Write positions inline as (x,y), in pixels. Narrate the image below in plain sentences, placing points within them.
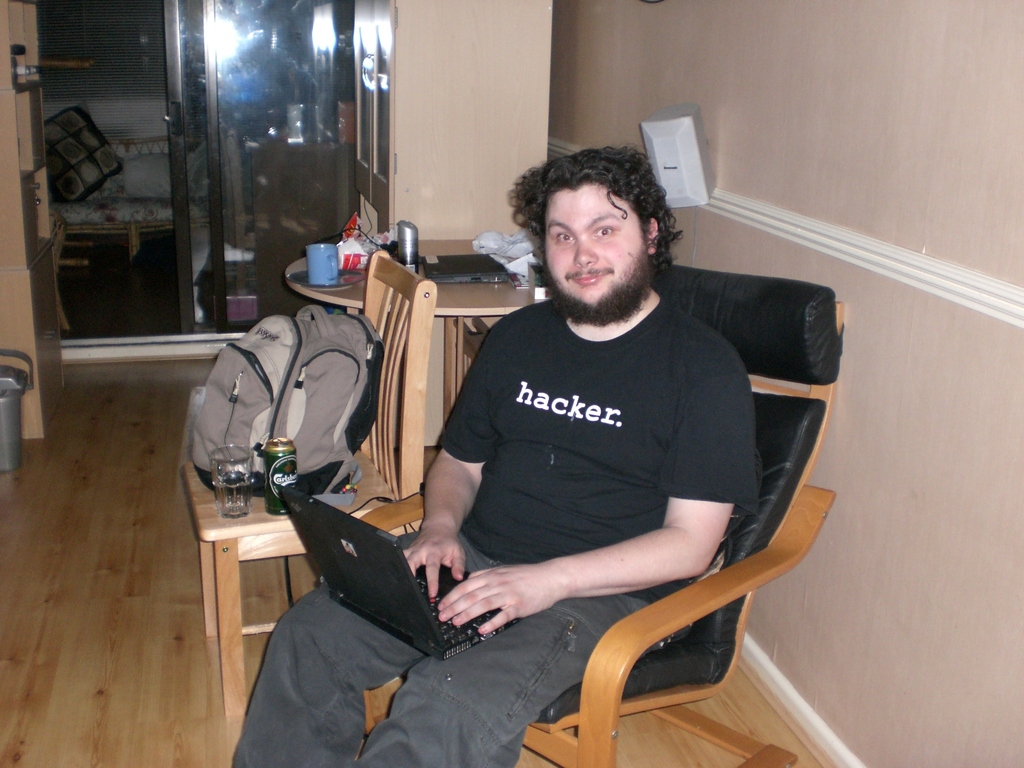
In this image, There is a floor (112,410) which is in yellow color, In the middle (428,327) there is a chair (243,555) which is in yellow color on that chair (245,524) there is a bag (260,402) which is in gray color, There is a glass (221,487) on the chair (231,569), In the right side (698,336) there is a man (319,738) sitting on the chair (755,320) which is in black color and he is holding a laptop (354,590) which is in black color, In the background (459,296) there is a yellow color table (441,296) there is a black color object (441,271), There is a yellow color wall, There is a glass door (258,91) which is in black color.
